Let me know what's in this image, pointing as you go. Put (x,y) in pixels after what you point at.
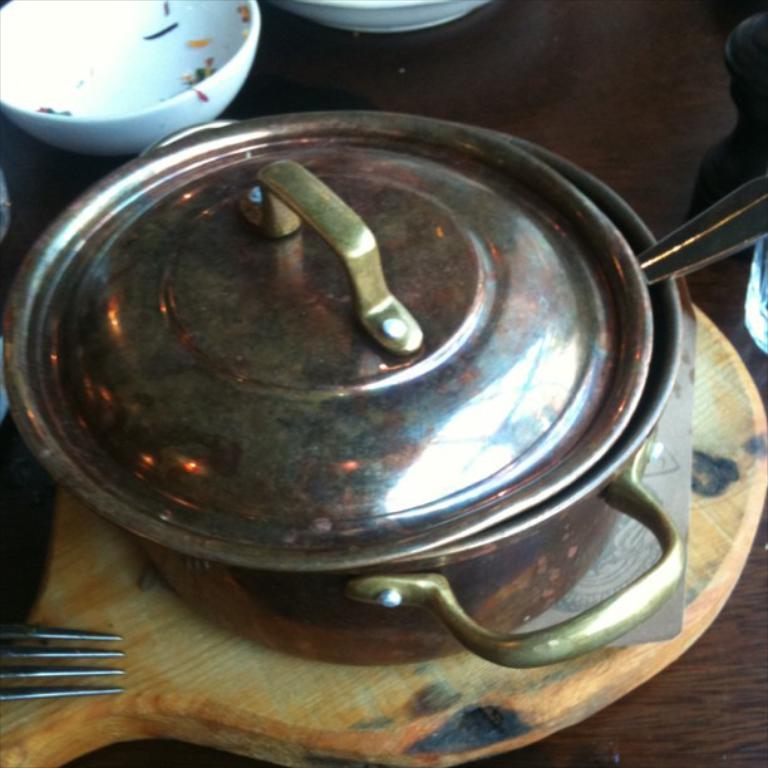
In the image there is a pot (508,249) with spoon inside it on a wooden board (97,661) with a fork (31,674) above it on a table (756,598), beside it there are few more bowls (392,12).
